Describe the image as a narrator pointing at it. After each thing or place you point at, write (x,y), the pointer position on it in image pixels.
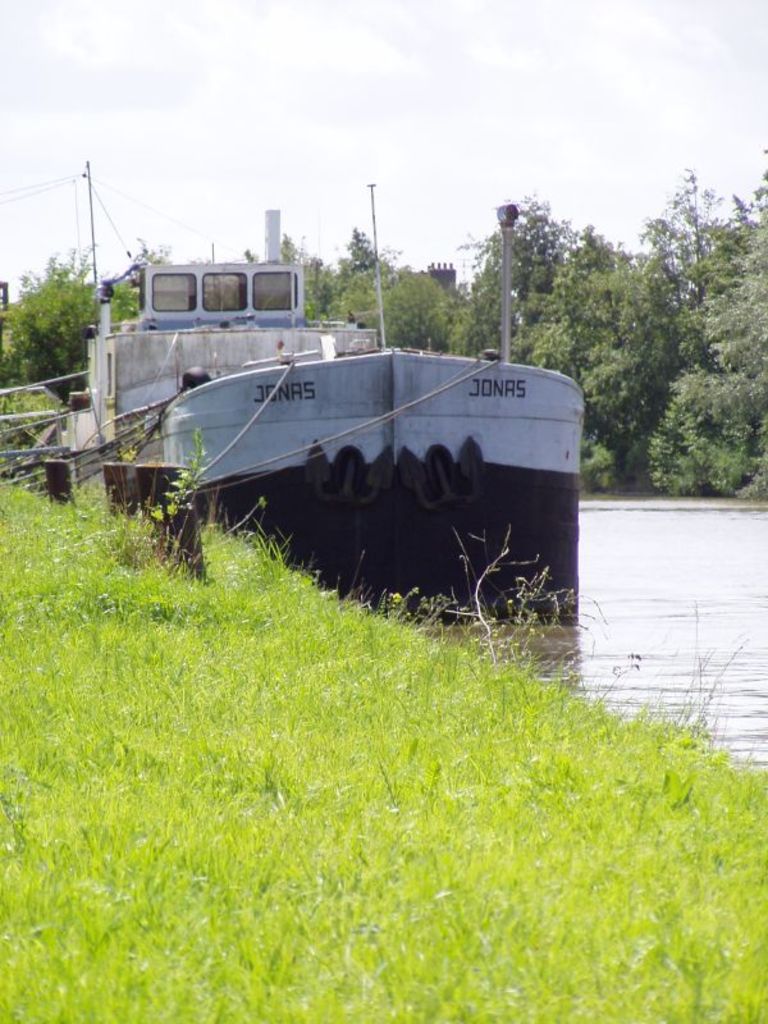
In this image I can see a boat (424,507) on the water (601,627). On the left side (246,800) I can see the grass (256,756). In the background (48,338), I can see the trees (577,290) and clouds (287,138) in the sky (242,104).
